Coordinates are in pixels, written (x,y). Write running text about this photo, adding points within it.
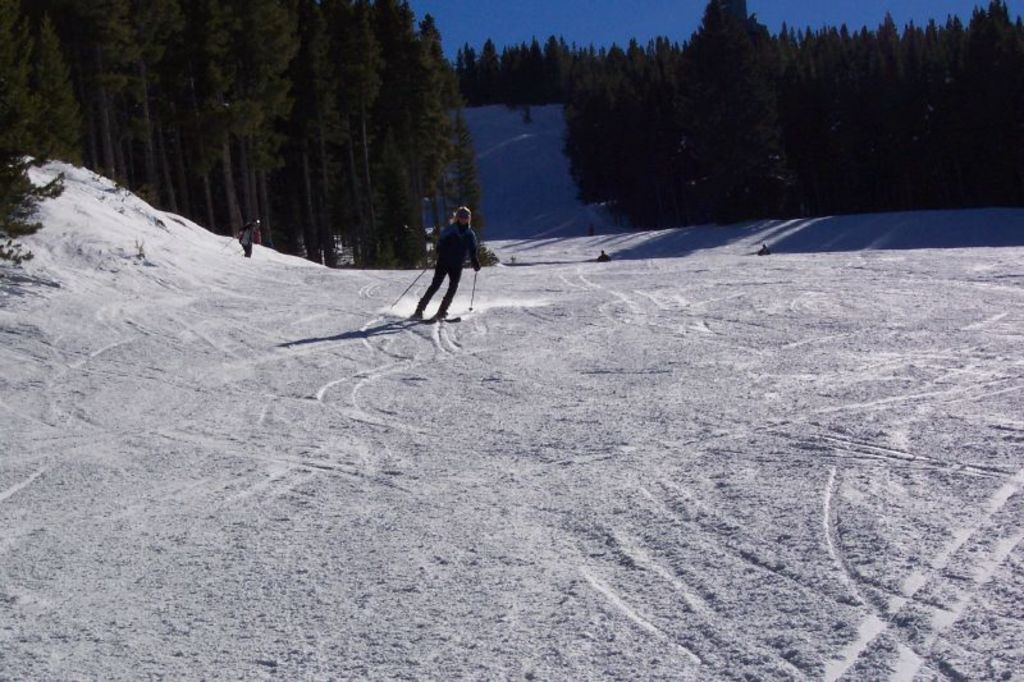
In this image, we can see the ground (594,436) covered with snow (507,507). There are a few people (454,244) on skiboards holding ski sticks (420,274). We can also see some trees (541,101). We can also see the sky (584,20).
